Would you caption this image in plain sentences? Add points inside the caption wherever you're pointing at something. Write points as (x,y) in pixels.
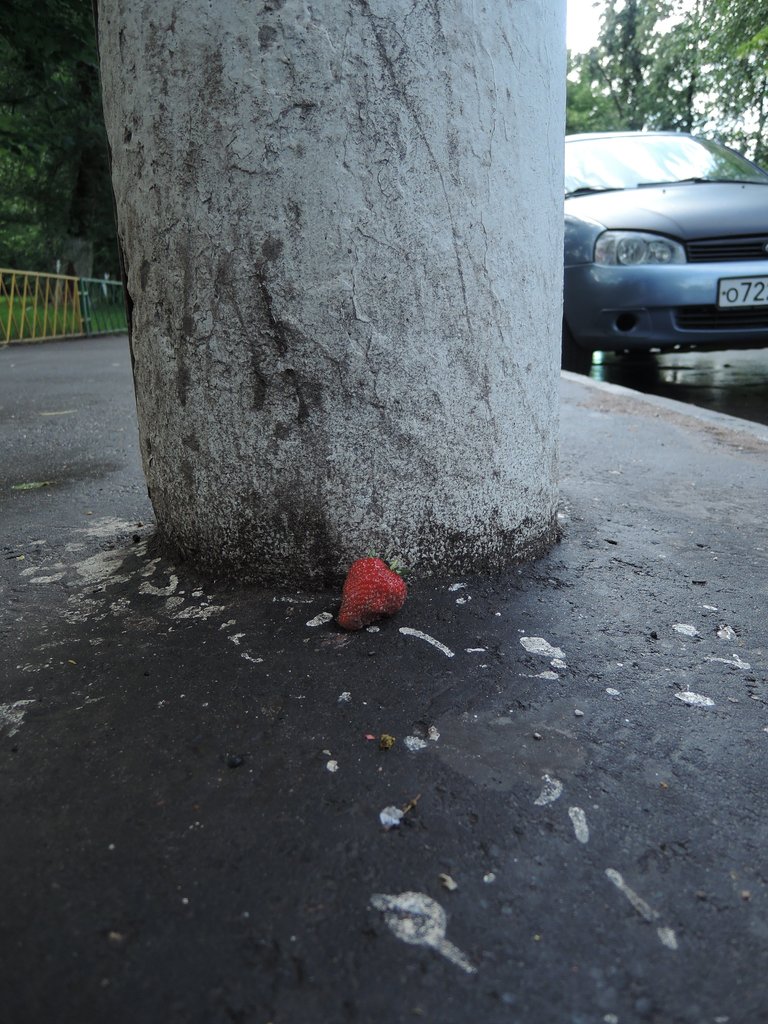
In this picture, it seems like a strawberry (366,586) in front of a trunk (321,559) in the foreground (355,616), there are trees (736,64), a vehicle (606,221), boundary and the sky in the background (579,138).
